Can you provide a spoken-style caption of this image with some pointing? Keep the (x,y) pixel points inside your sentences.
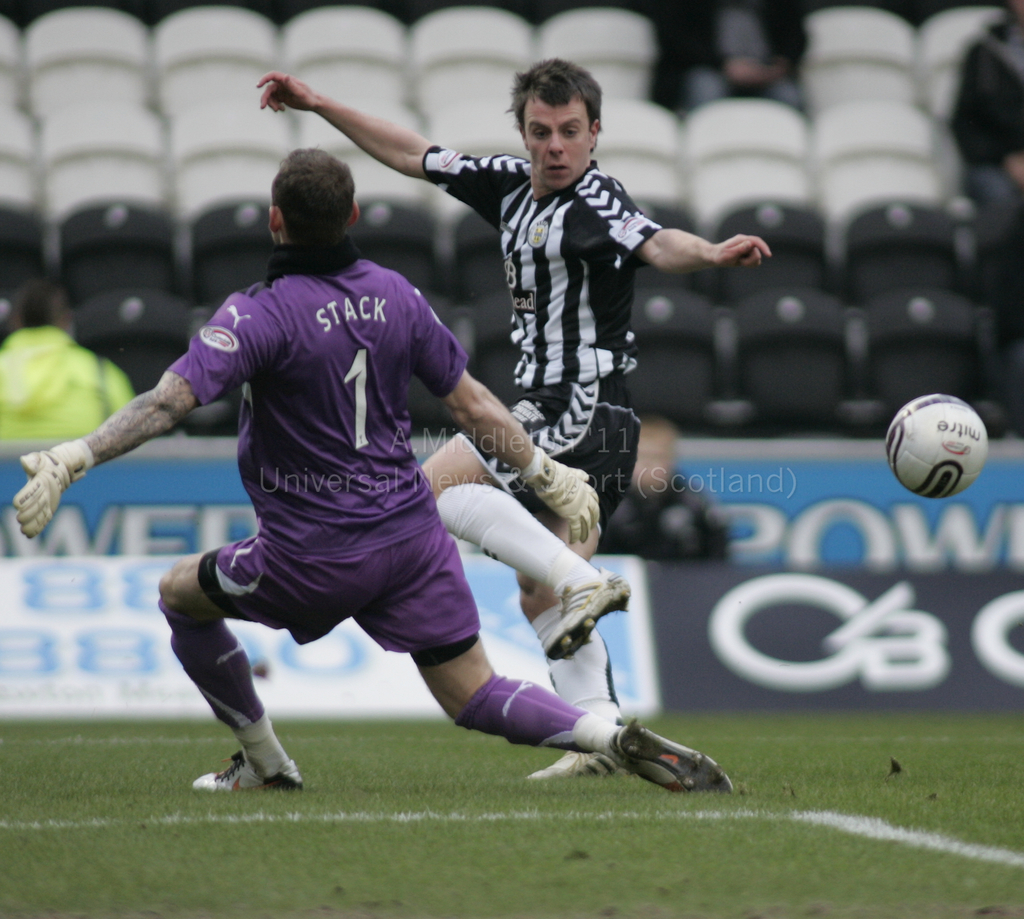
In the center of the image (513,441) there is a watermark (528,446) and we can see two people (571,357) in different costumes (489,471). On the right side of the image (907,456), there is a ball (967,461). In the background (706,379), we can see chairs (877,318), banners (724,574), grass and a few people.
